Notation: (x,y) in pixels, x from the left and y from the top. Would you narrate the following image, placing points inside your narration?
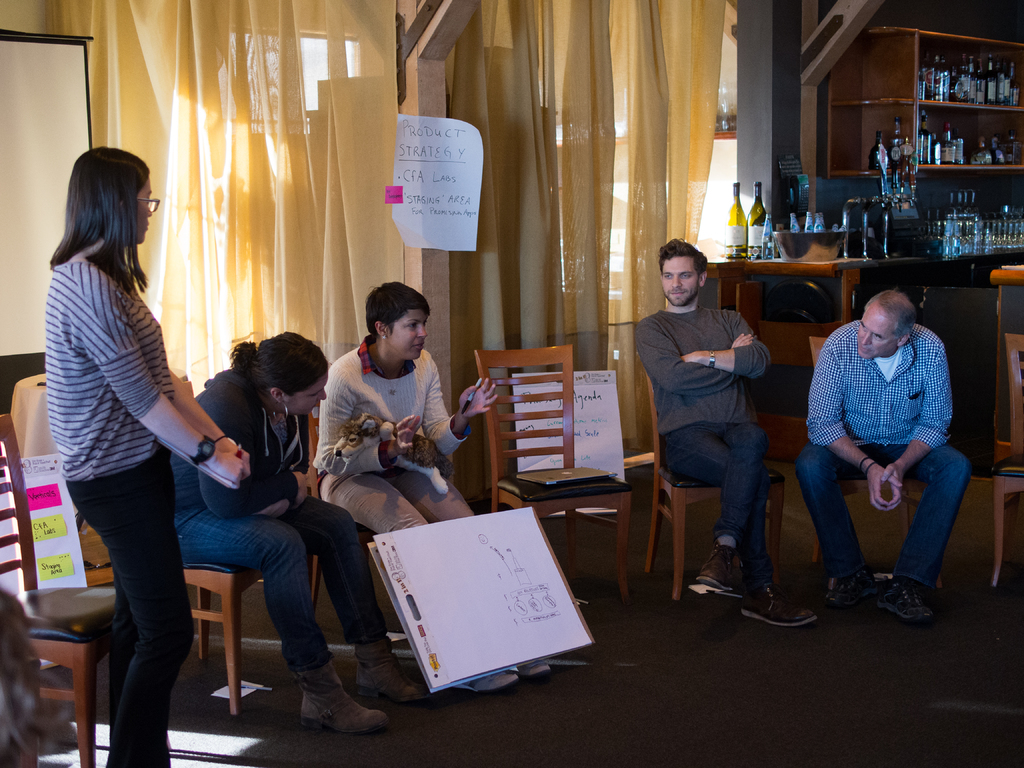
In the foreground of this picture (141,309), there are person (731,369) sitting and one (135,294) is standing. They all are listening to the woman (416,496) speaking. There are papers (398,213), curtains (321,205), a screen (79,82), bottles (950,163), pillars (437,94) in the background (404,203).
